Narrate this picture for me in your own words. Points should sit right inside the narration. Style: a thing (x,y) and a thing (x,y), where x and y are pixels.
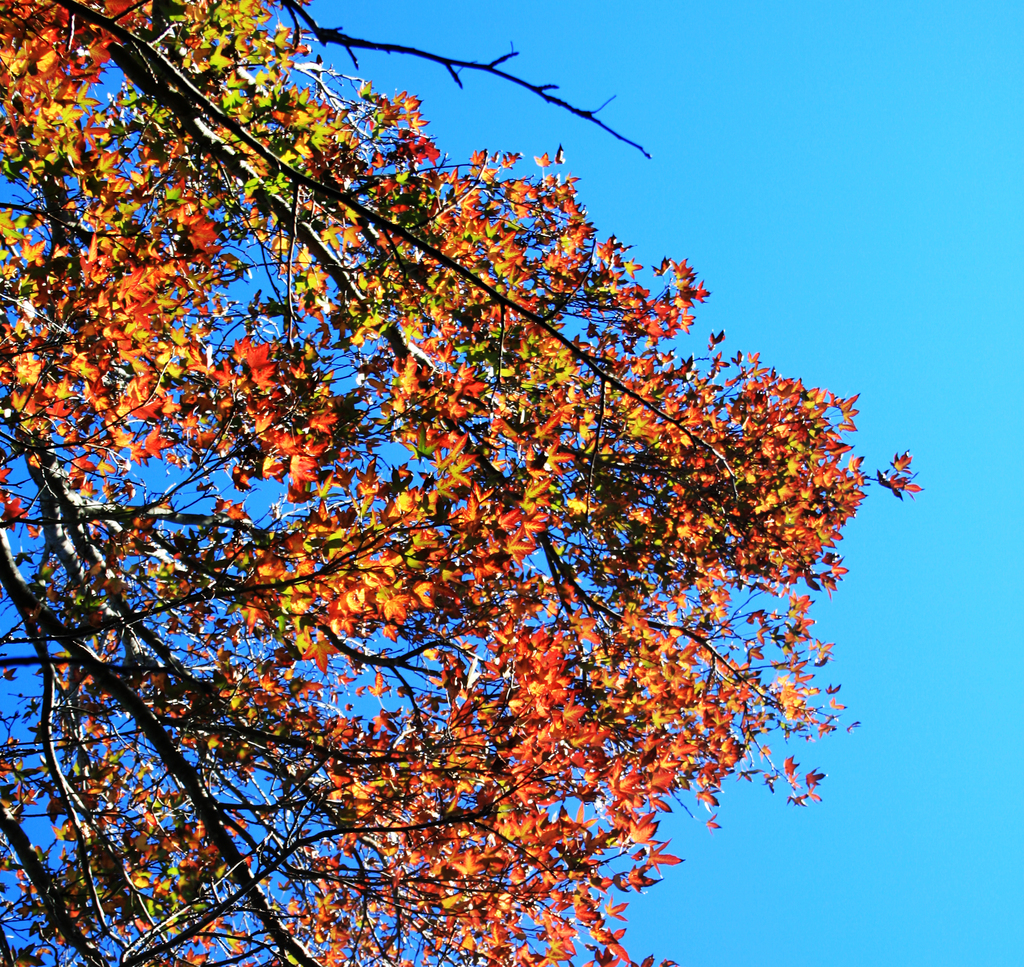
In this image, there are tree branches (53,625) to which there are leaves (552,396) which are in orange color.
